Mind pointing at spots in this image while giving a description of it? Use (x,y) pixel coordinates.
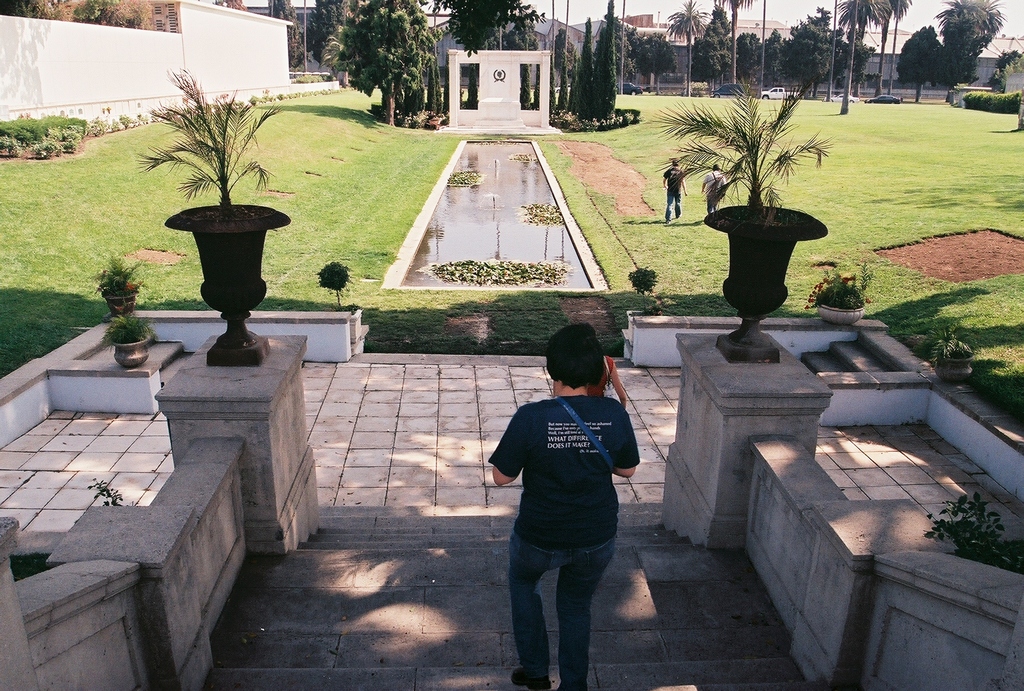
In this image we can see people (592,530) and there are stairs (477,544). There are plants (468,267) and trees (471,2). We can see a pond (481,258). In the background (194,56) there are buildings (1007,52), cars (774,88) and sky (713,1). There is grass (850,202).
